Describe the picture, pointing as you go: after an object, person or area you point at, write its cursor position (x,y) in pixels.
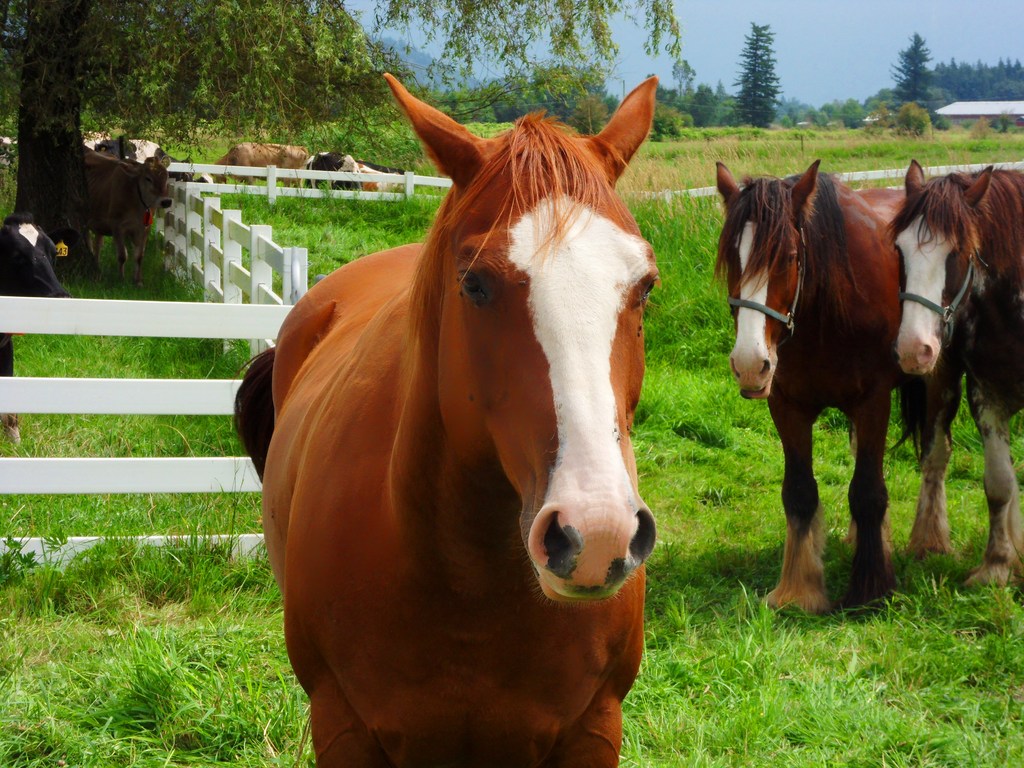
In this picture we can see a group of animals (548,507) on the ground (728,455) and in the background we can see trees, fence (32,383), sky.
